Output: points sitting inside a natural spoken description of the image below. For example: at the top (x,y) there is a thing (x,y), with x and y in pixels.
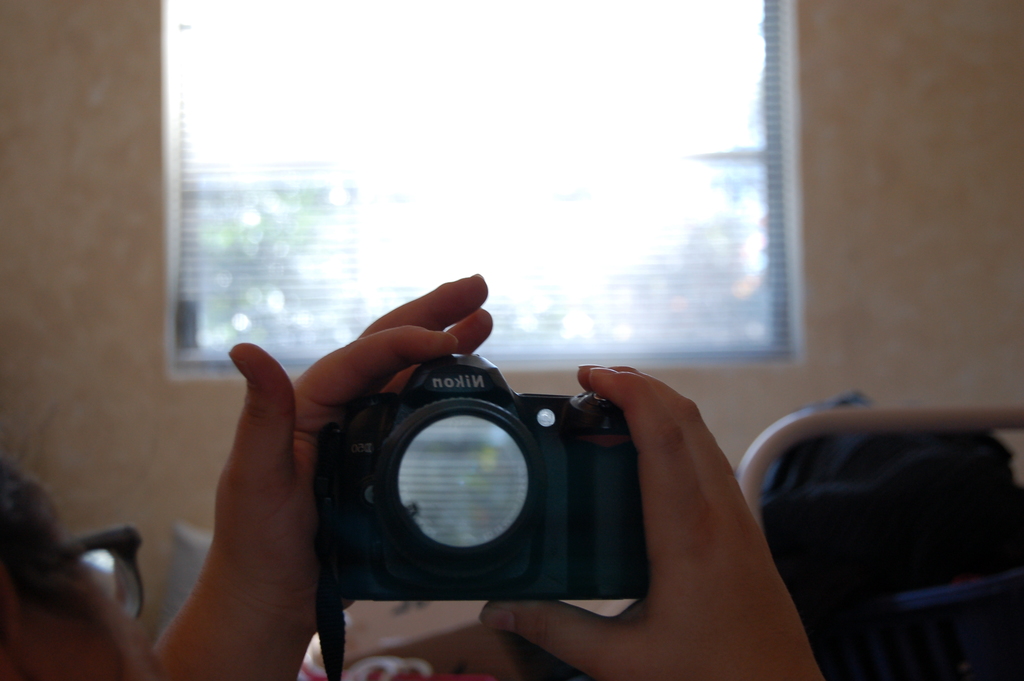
In this image I can see a person (108,581) wearing spectacles (133,578) is laying on the bed (352,606) and holding a camera (431,498) in his hand (261,603). In the background (106,308) I can see the cream colored wall (89,243) and the window (602,193).
